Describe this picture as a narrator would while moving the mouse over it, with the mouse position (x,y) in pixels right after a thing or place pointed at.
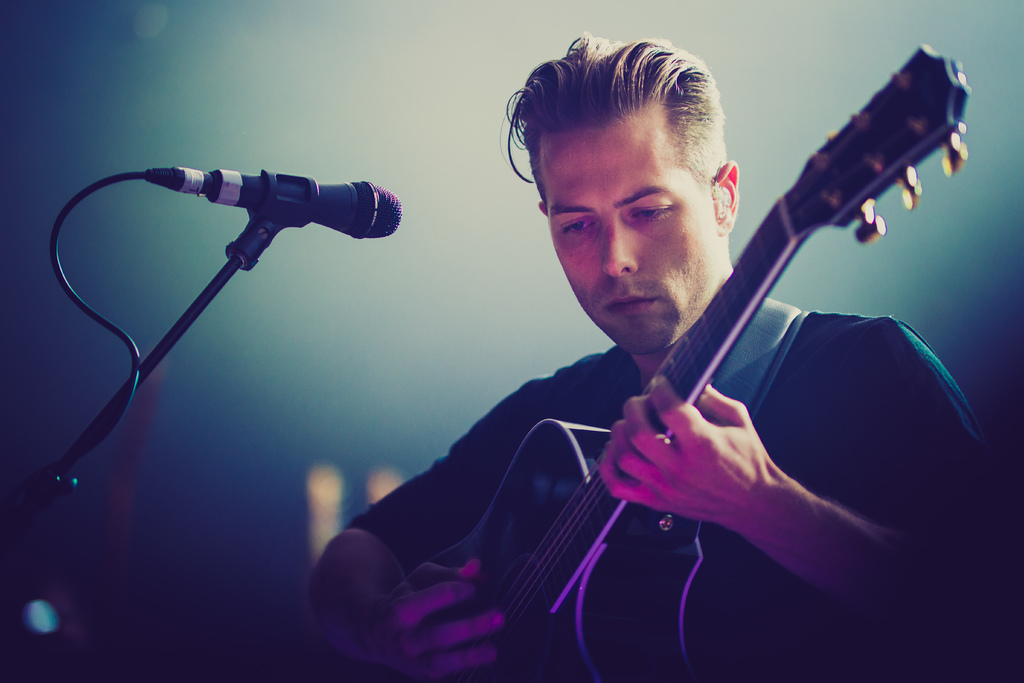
In this picture there is a boy (619,63), who is at the right side of the image (854,136) by holding the guitar (825,152) in his hands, there is a mic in front of him at the left side of the image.
